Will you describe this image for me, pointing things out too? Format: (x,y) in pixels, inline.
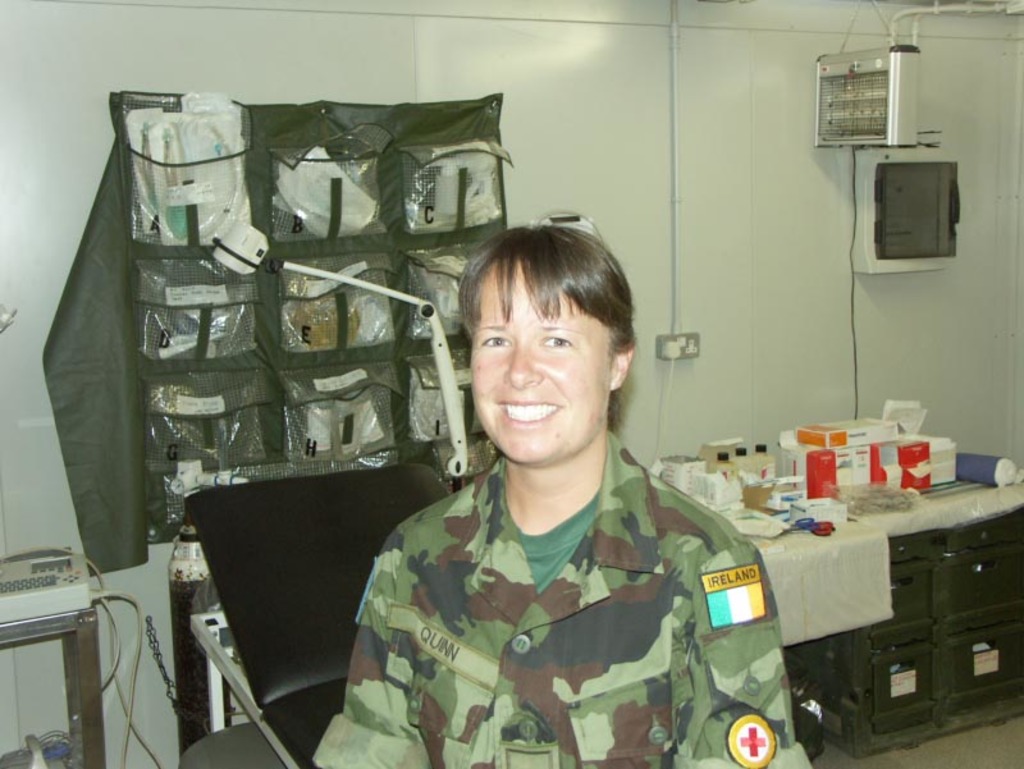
In this image we can see a person (412,554). On the backside (377,523) we can see a device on a table (91,620), a bed (280,554) and some objects (224,627). We can also see a bottle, containers (761,509), scissors (817,532) and some objects (849,449) placed on a table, a cloth (389,322) with some pouches (220,281) on a wall (521,177), a switch board (681,340) with a plug (681,340) and some devices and a pipe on a wall (664,364).
